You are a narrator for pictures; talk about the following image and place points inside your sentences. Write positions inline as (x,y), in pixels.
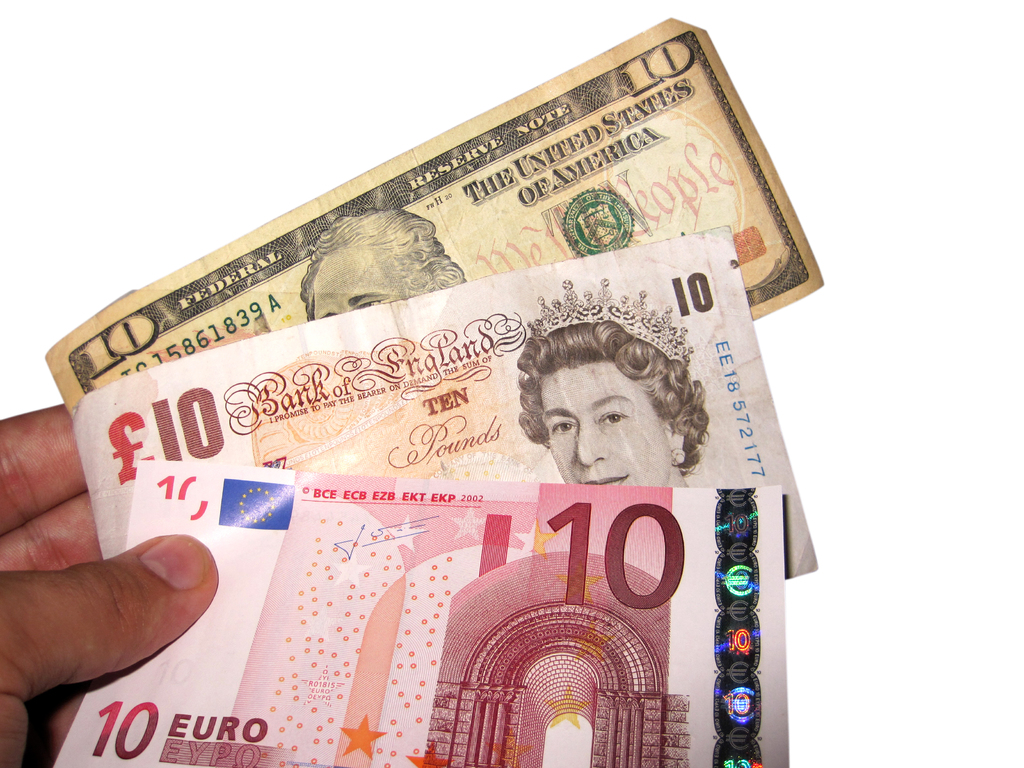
In this image there is some person (84,533) holding ten currency notes (397,390) of three different states.
